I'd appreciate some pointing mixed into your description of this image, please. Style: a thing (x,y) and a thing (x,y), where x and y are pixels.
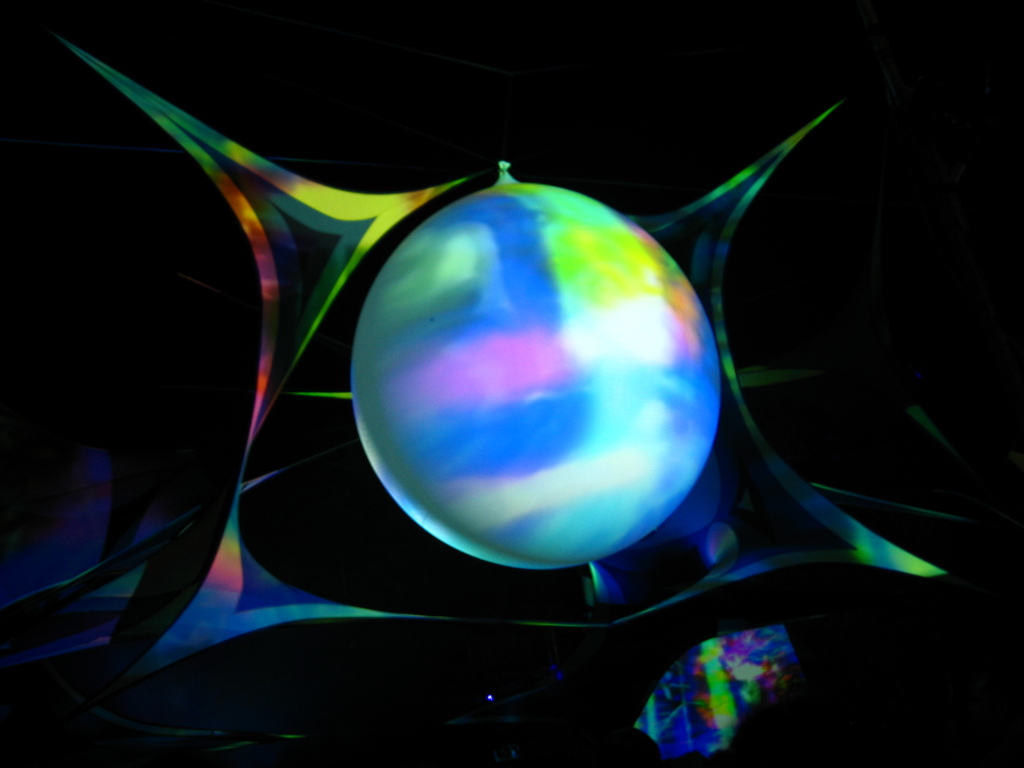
We can able to see a balloon (700,460), which has different colors.
